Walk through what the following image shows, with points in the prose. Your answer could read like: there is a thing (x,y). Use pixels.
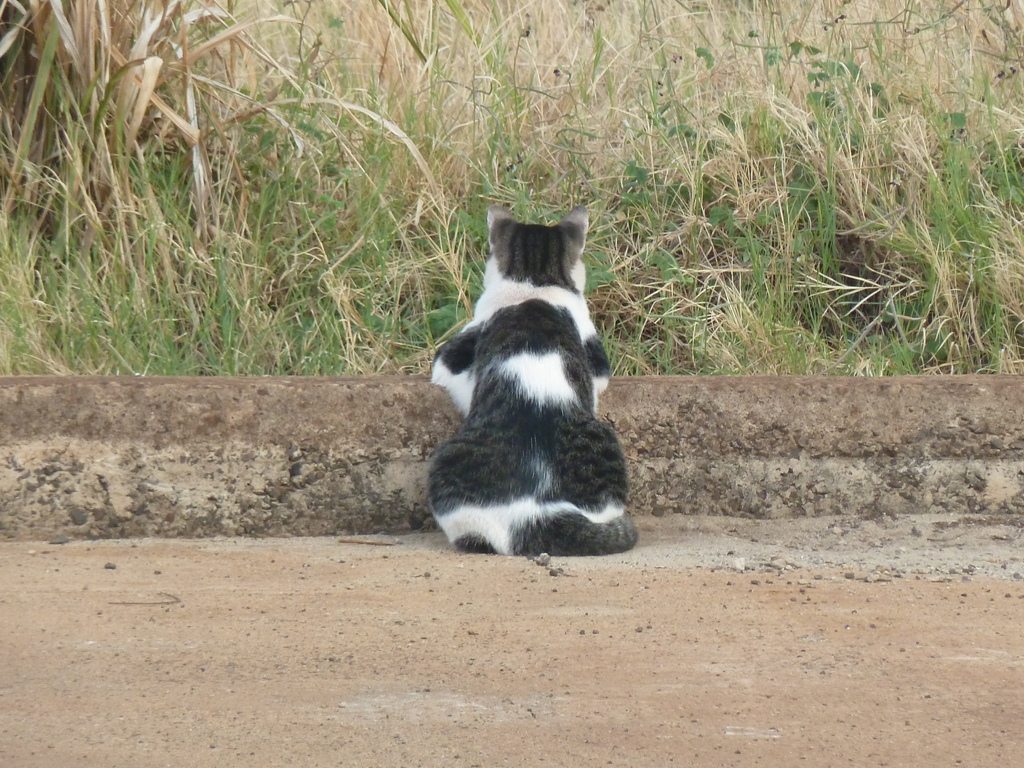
In this image we can see a black and white color cat (576,450) near the wall (665,513). In the background (645,281), we can see the grass (437,279) and the plants (102,84).
